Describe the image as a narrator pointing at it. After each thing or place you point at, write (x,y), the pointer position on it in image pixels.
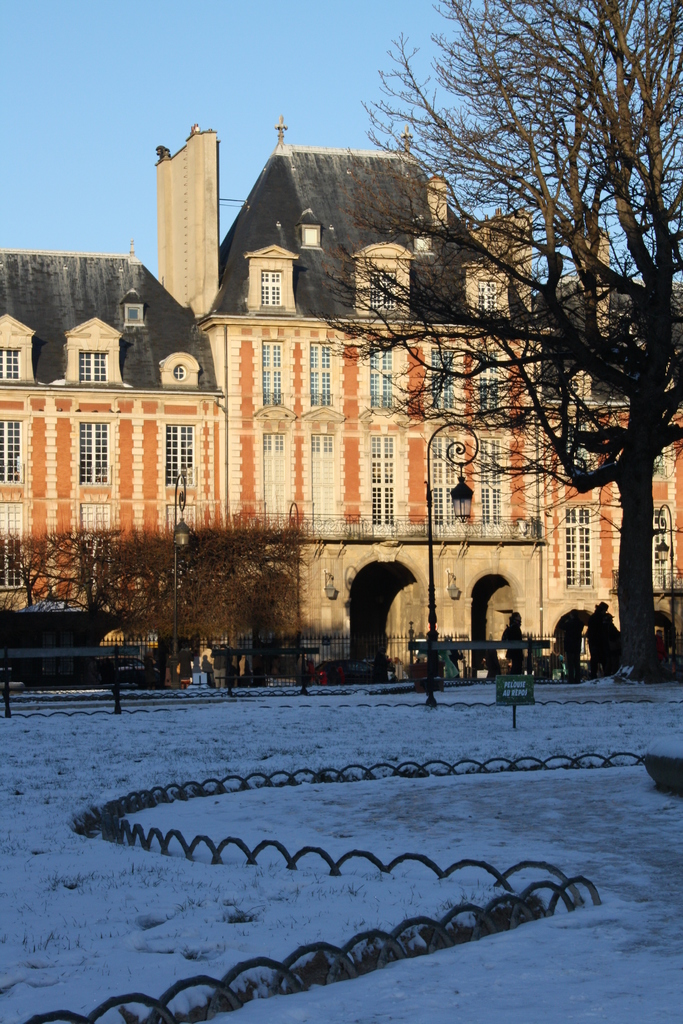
In this image we can see a building (329,364), windows (381,386), light poles (184,525), sign board (514,681), snow (140,708), fencing (298,673), plants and tree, there are few persons (519,622), also we can see the sky (160,66).
